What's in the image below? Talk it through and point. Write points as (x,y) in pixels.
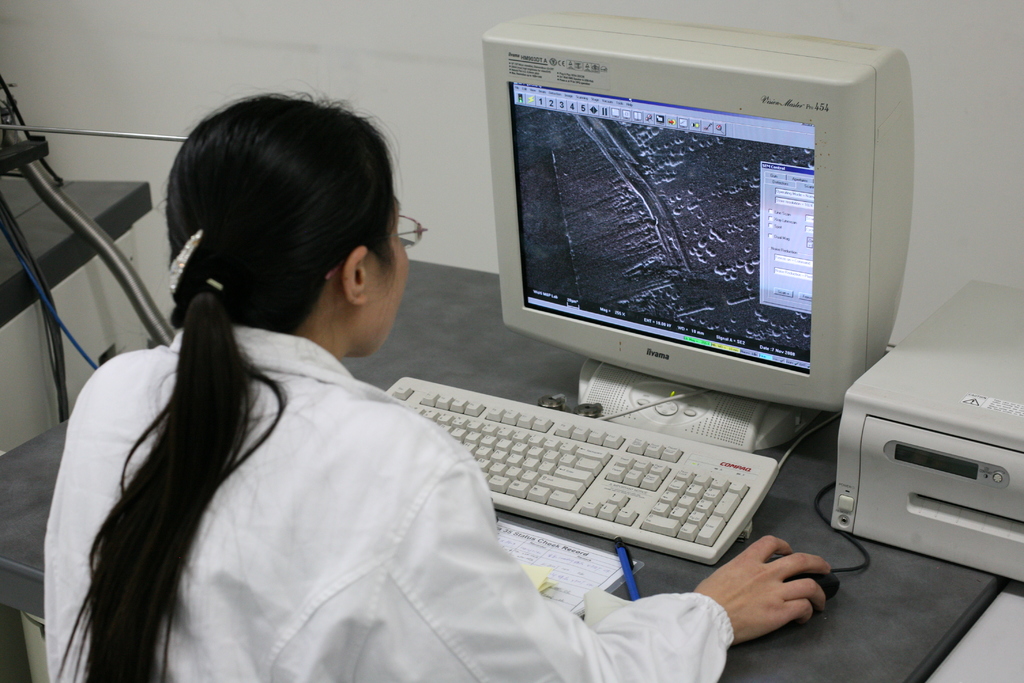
In this image we can see a woman (383,264) holding a mouse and we can also see a computer (694,303), keyboard (446,418) and bench (493,284).
